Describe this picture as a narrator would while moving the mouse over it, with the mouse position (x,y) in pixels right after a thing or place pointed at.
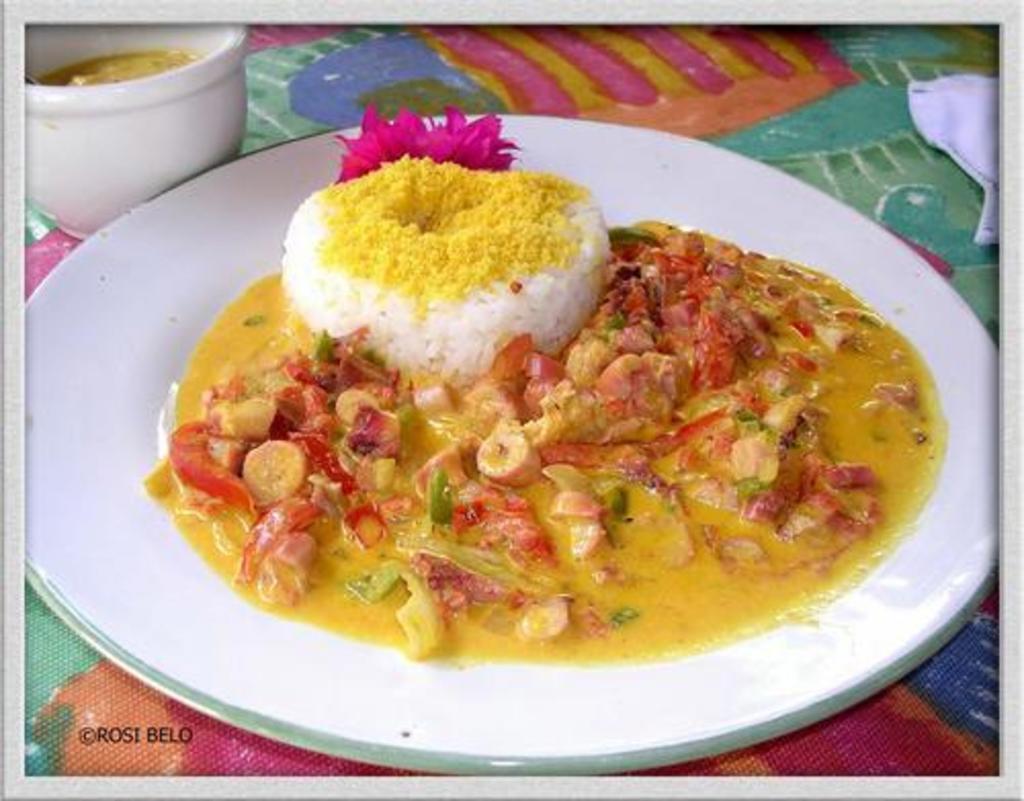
In this image I can see a colorful table (777,77) and on the table (795,74) I can see a white colored plate (687,161). On the plate (683,161) I can see a food item (615,357) which is yellow, white, pink and red in color and I can see a white colored cup (239,117) on the table (278,67) with some liquid (175,62) in it.
